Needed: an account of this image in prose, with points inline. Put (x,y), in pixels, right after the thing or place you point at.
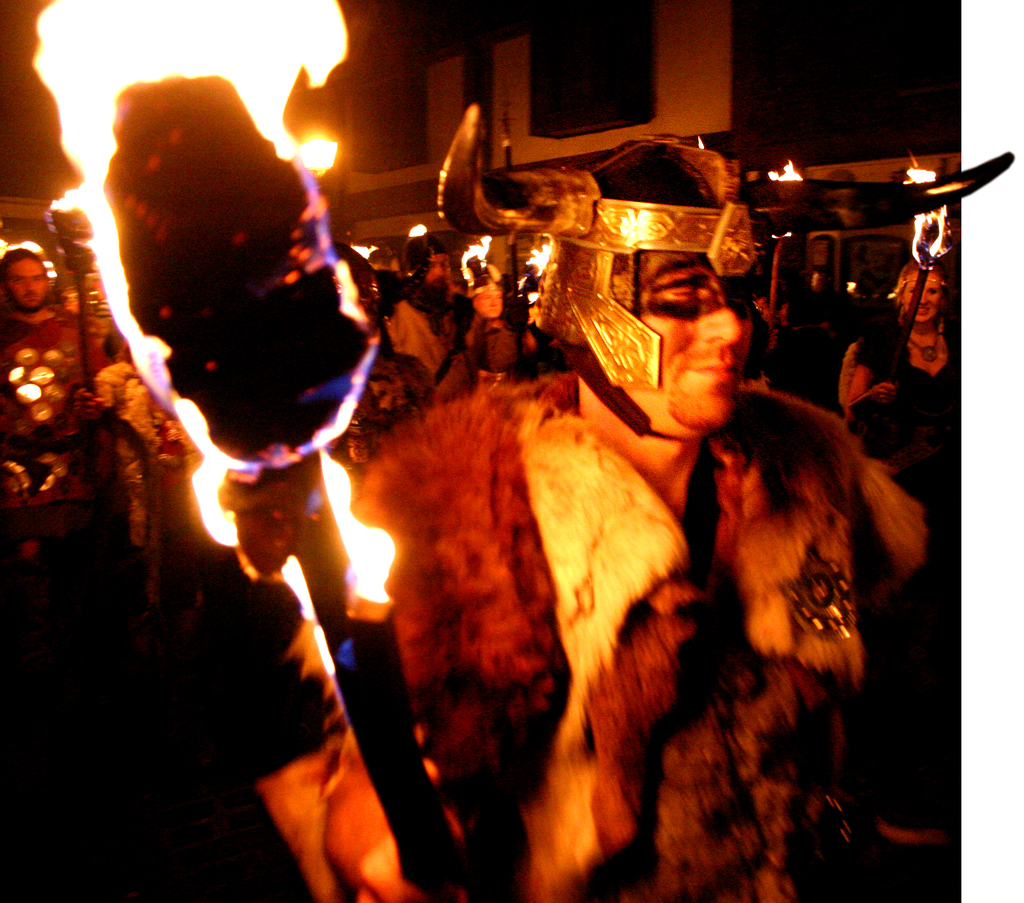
In this picture we can see a group of people (82,539), fire sticks (381,683) and some objects (732,261) and in the background (431,62) we can see a building (453,59).
